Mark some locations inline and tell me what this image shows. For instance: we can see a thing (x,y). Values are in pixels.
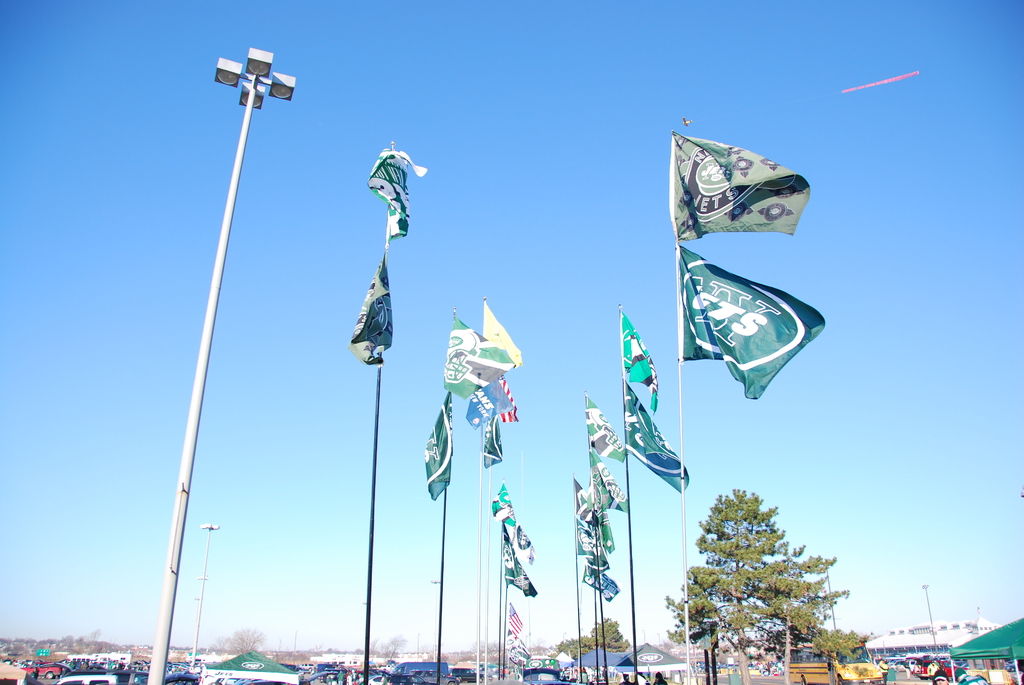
There are some vehicles (61,675) and trees (760,619) at the bottom of this image (392,657) and there are some flags (497,444) in the middle of this image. There is a pole (195,384) on the left side of this image (196,414), and there is a sky (359,185) in the background (585,270).
